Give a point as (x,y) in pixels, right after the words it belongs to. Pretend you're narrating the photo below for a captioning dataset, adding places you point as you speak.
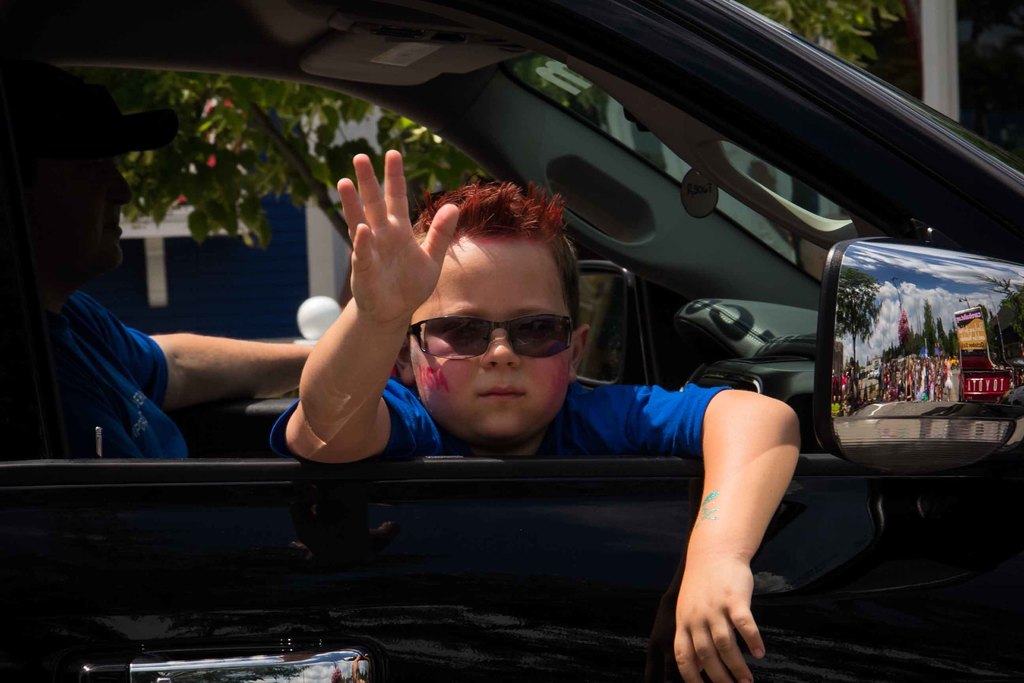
In the image we can see there is a kid (481,341) who is waving his hand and he is wearing black colour goggles (530,337) and behind him there is a man (138,332) who is sitting in the car (585,477) and at the back (267,141) there are lot of trees (245,156).
